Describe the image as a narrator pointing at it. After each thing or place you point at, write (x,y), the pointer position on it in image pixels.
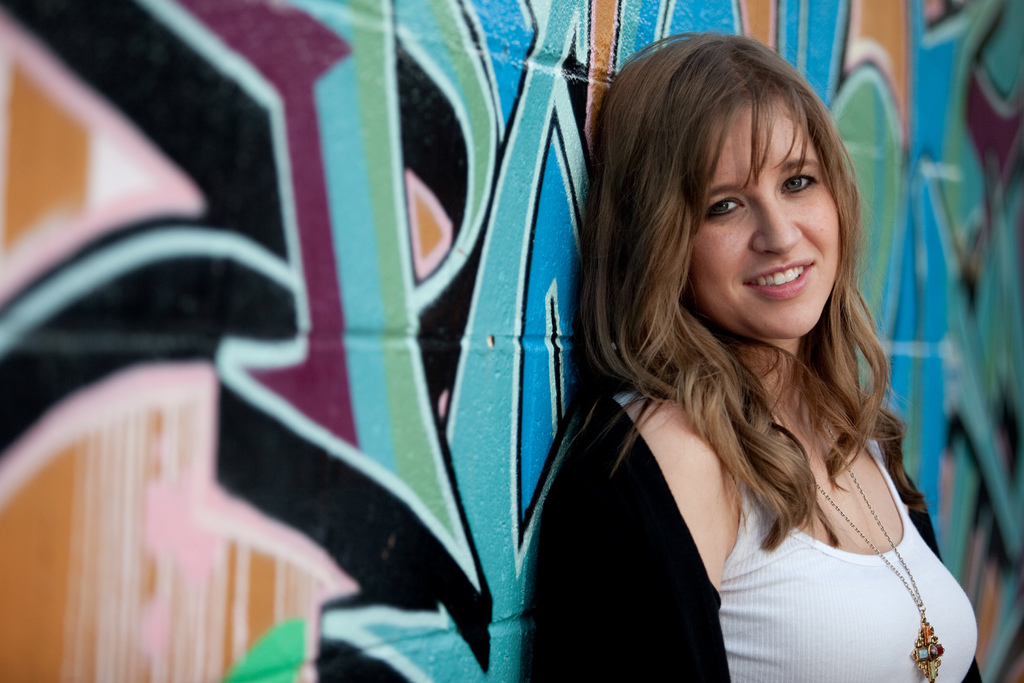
In this picture I can see there is a woman (724,559) standing, she is wearing a white shirt (776,610), black coat (661,497) and a necklace (876,552), she is smiling. There is a wall (465,355) behind her and there is graffiti art (350,609) on it.
